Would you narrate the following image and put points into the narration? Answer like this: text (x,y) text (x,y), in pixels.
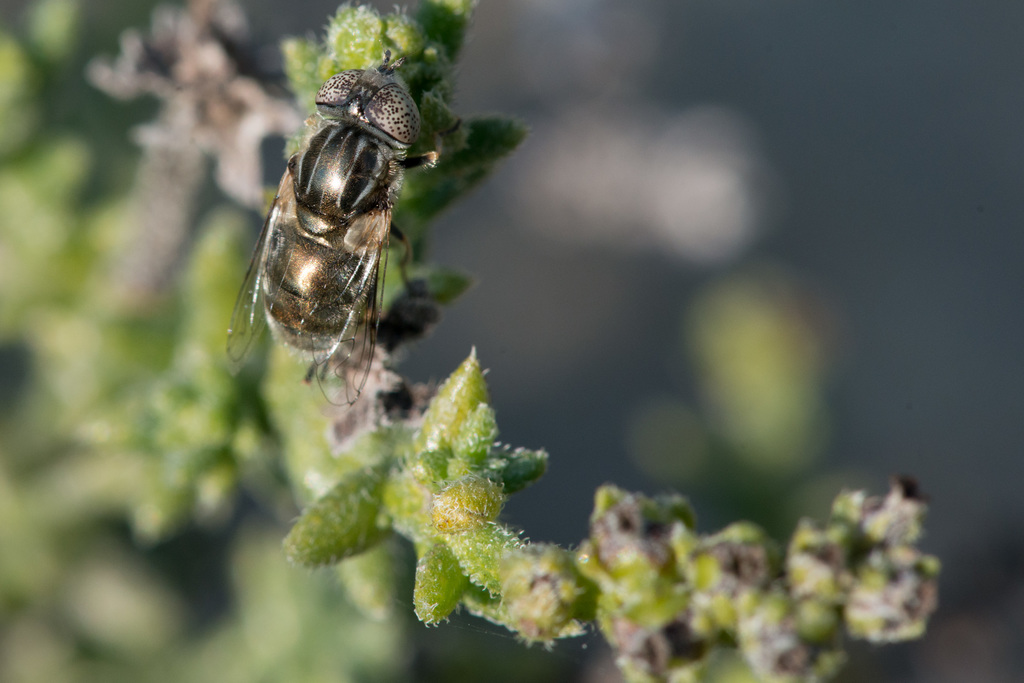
In the center of the image (366,416) there is a plant (429,396). On the plant (517,474), we can see one insect (331,325). In the background (986,515), we can see it is blurred.
